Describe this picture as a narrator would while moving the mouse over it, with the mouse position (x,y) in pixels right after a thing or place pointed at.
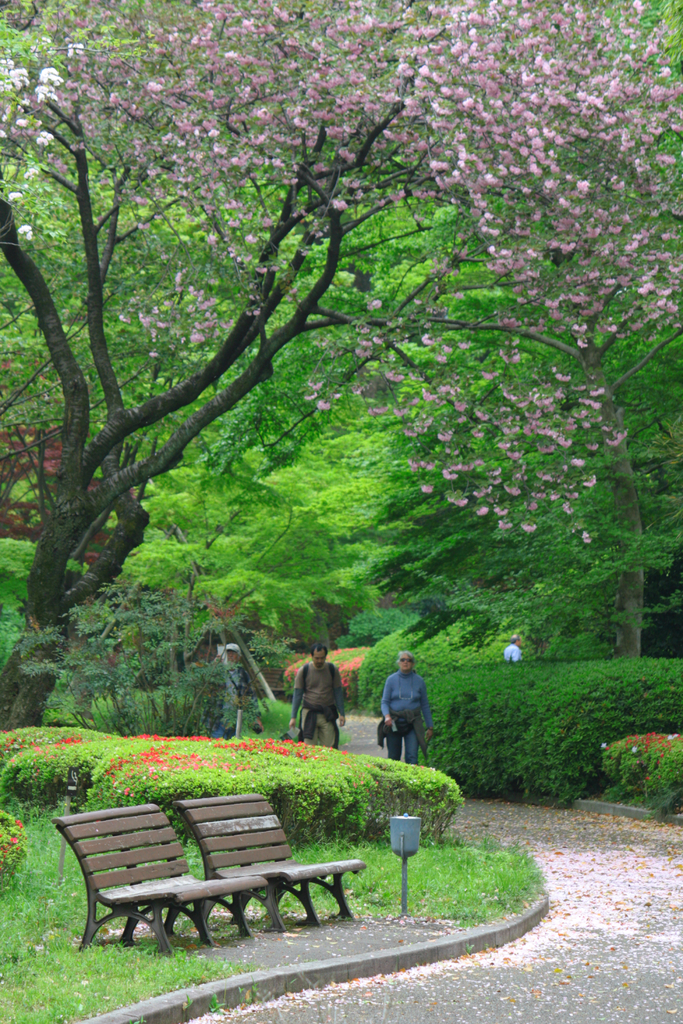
In this image I see 2 benches (333,865), lot of plants (119,612) and trees (557,469). I can also see that there are 4 persons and I see the path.
